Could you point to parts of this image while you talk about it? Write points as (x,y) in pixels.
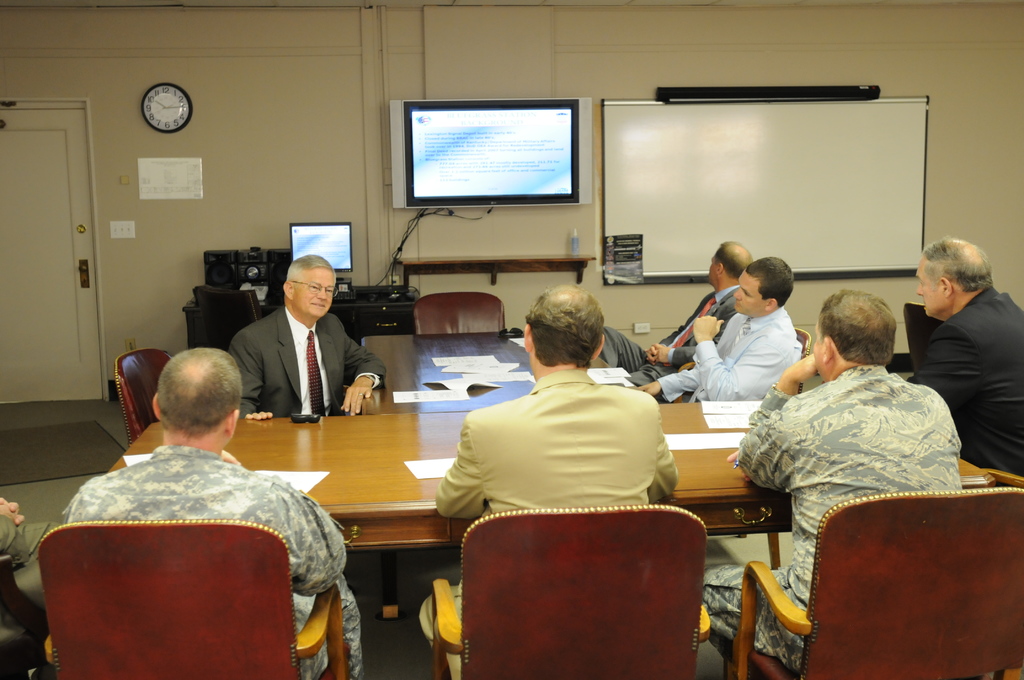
In this picture we can see a group of men (646,398) sitting on chairs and in front of them on table (674,415) we can see papers (450,400) and in background (330,190) we can see wall (263,122), clock (171,127), television (551,144), board (713,210), laptop (324,251), tape recorder (272,271), table (390,327), door (87,197).
